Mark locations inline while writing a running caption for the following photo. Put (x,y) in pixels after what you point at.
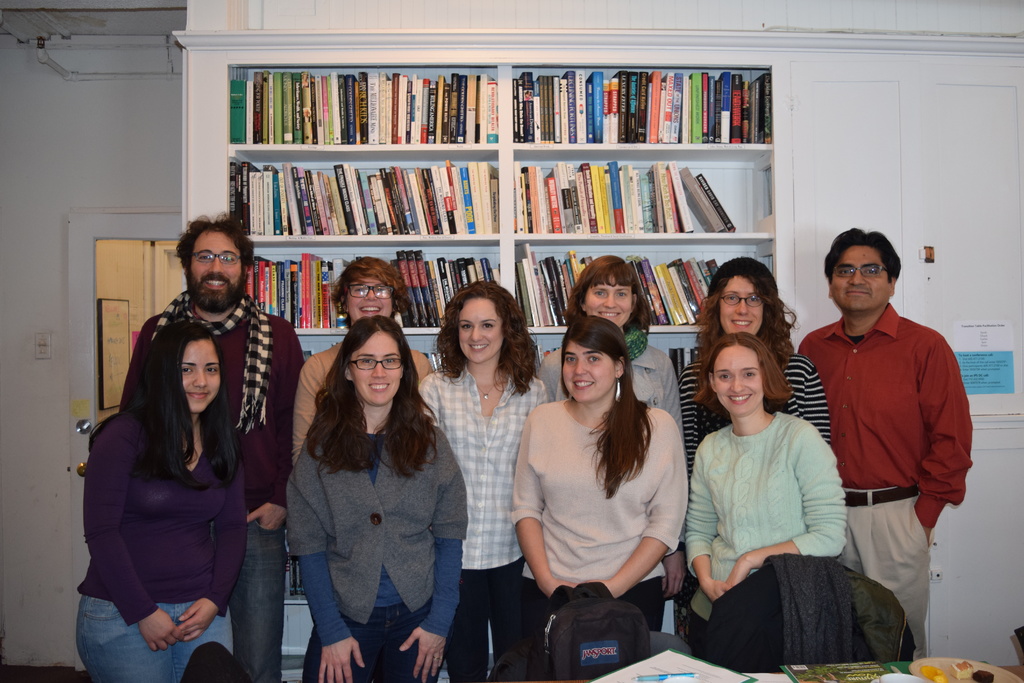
In this picture we can see a group of people (481,436), in front of them we can see a bag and some objects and in the background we can see a wall (1002,8), bookshelves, door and some objects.
